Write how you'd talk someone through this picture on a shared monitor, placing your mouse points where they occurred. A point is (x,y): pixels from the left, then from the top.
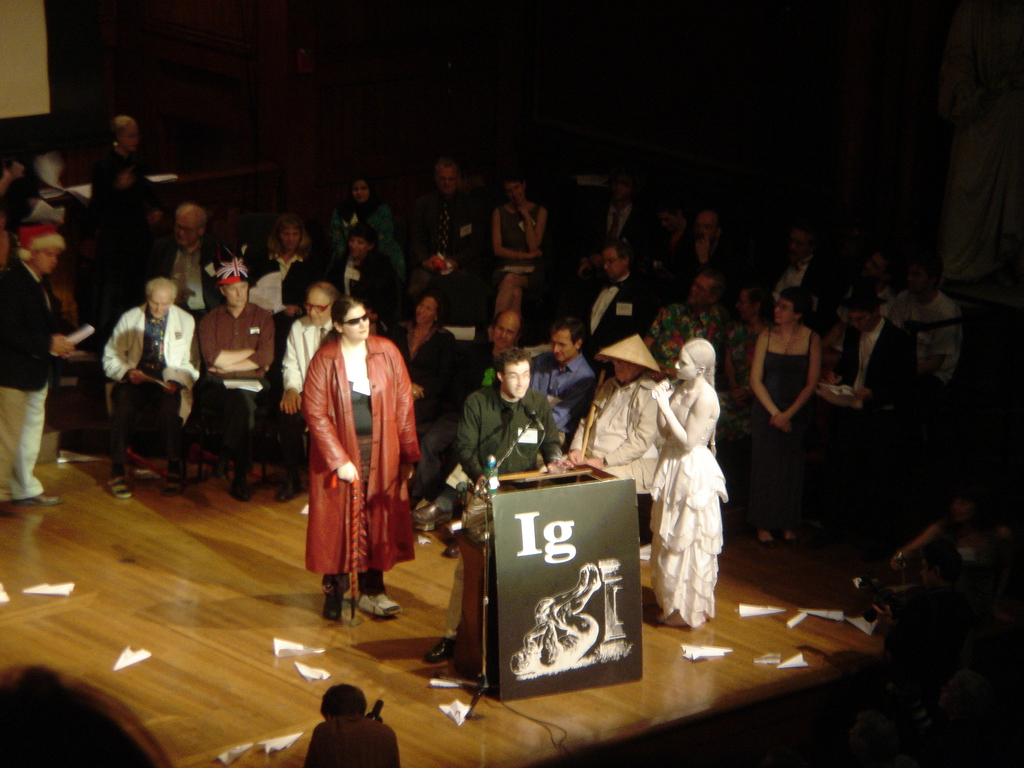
In the foreground (578,631) I can see a crowd (142,315) is sitting on the chairs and few people (518,404) are standing on the floor (655,618), boards (573,607). This image is taken may be in a hall (102,292).
